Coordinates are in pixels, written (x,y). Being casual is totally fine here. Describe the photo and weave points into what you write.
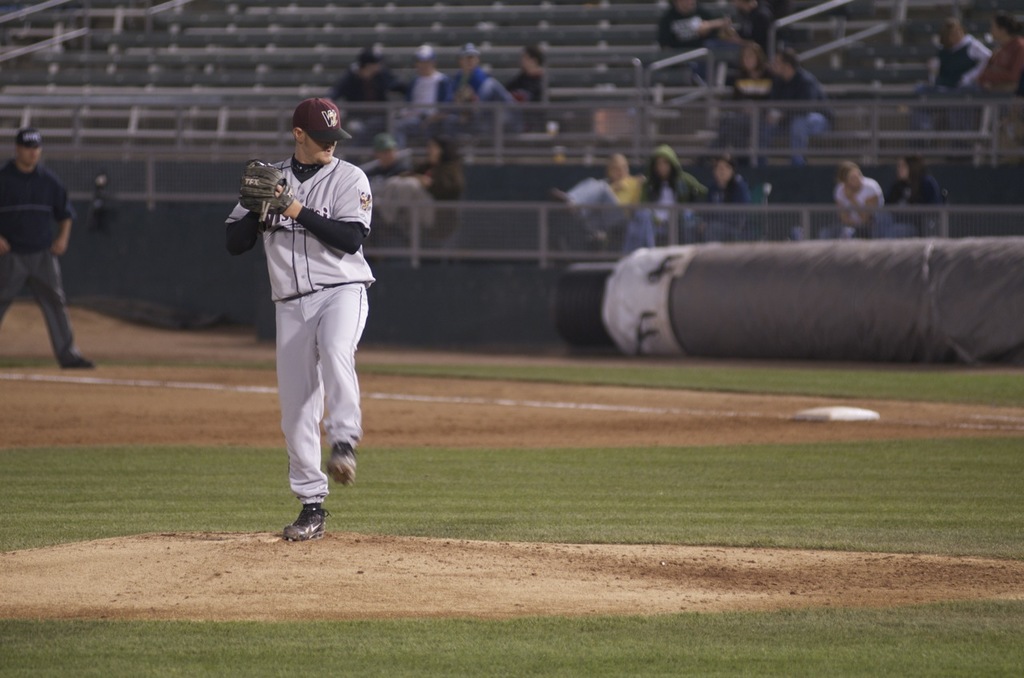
In this image I can see two people (50,203) with the dresses (311,294) and caps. I can see these two people (313,495) and some objects (730,273) on the ground (469,552). In the background (376,55) I can see the group of people (608,168) with different color dresses (689,188) and the railing (707,127).
